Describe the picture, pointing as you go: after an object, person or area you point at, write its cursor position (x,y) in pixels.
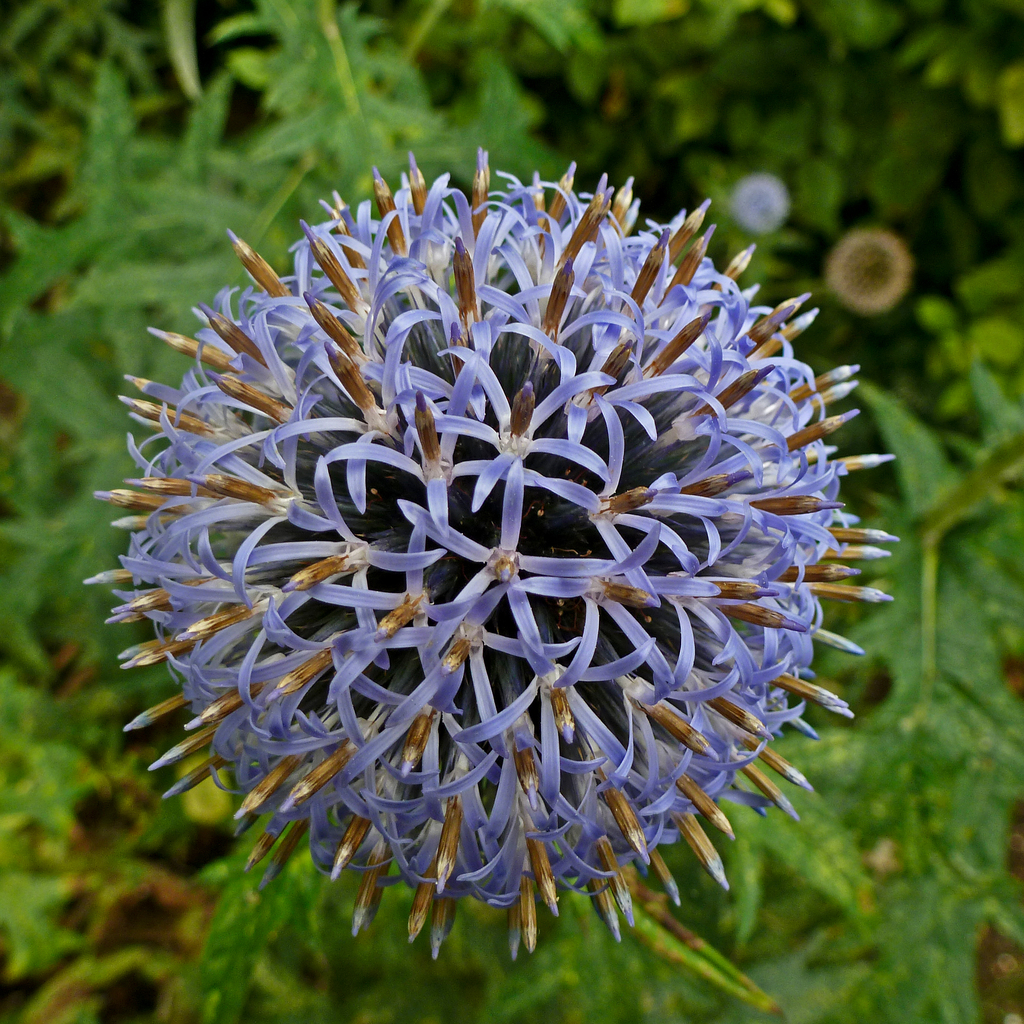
In this image I can see a flower (368,490). In the background (440,135), I can see the leaves (791,909).
